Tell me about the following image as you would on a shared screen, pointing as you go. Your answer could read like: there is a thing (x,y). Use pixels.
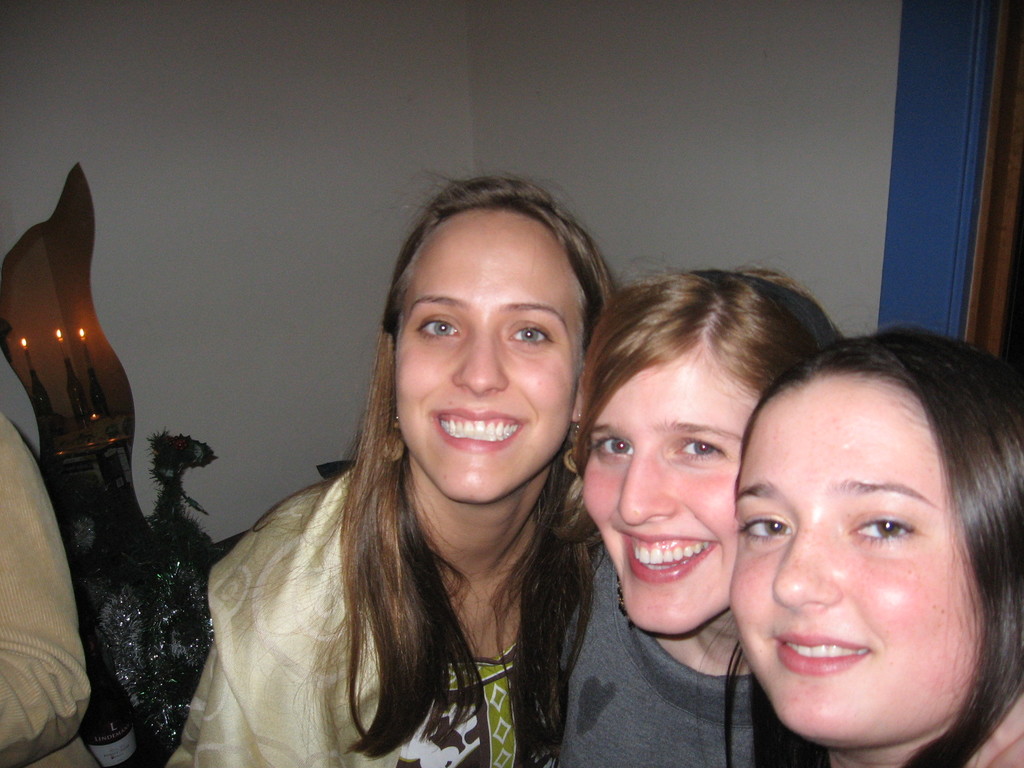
In the image there are three people (700,501) smiling and posing for the photo, on the left side (36,514) there is some other person (42,617), in the background (178,258) there is a wall (641,199).
